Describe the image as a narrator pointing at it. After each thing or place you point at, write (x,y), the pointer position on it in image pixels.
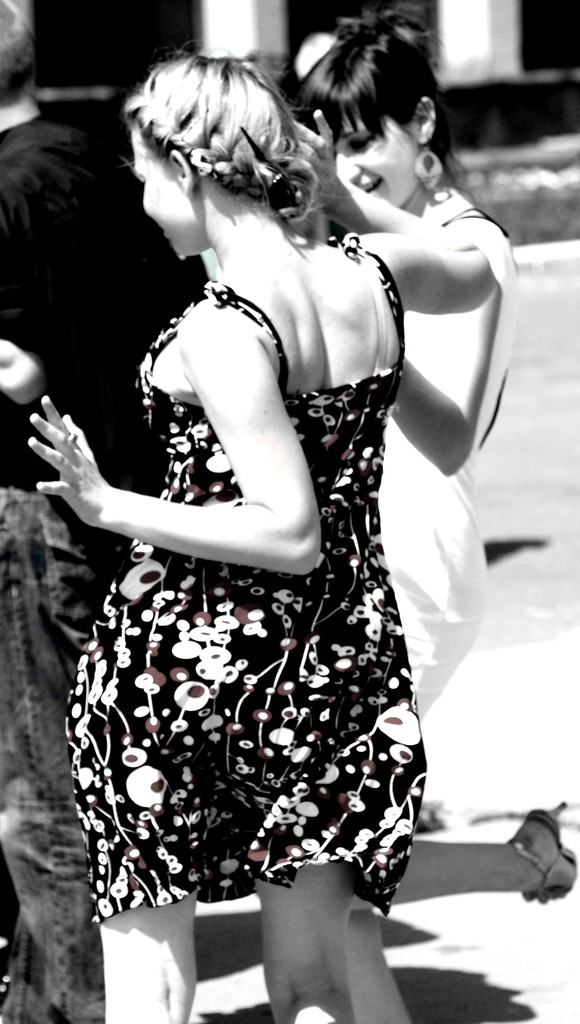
In this image, we can see two women (282,737) are dancing. Here a person (384,183) is smiling. Background (560,360) we can see man (50,185), walkway (558,371) and pillars (256,52).
